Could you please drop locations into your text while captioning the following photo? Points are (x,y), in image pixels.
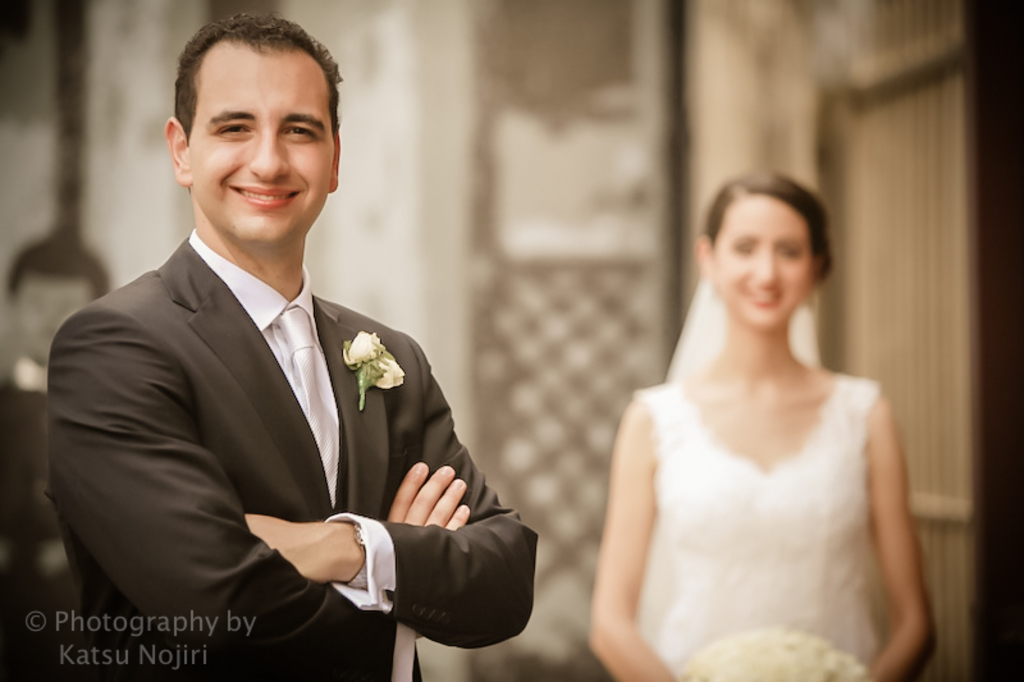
In this image we can see a man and a woman (786,519) standing. In that a woman (801,551) is holding a bouquet (711,666). On the backside (614,331) we can see a wall (521,324).
